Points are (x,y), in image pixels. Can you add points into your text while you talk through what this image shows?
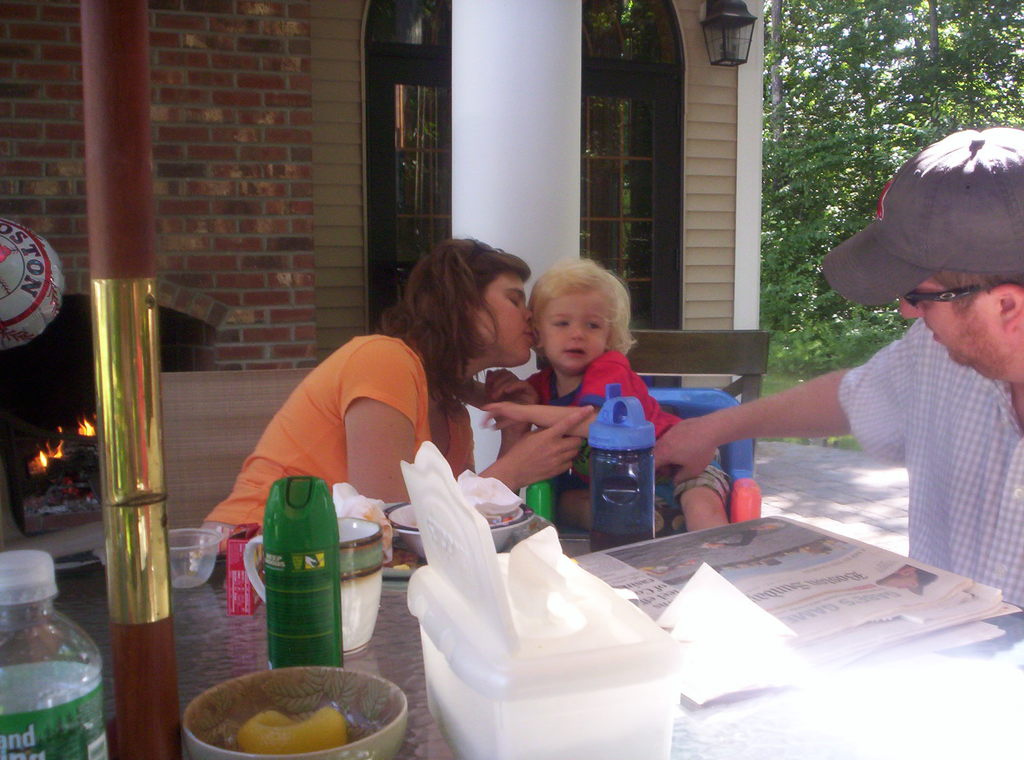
This image is clicked outside the house (678,308). In this image there are three people (858,397). To the left (90,447), there is a fireplace (63,440). In the front (544,619), there is a table (761,759), on which bottle (61,704), bowl (377,748), box (514,666) are kept. To the right (958,438), there is a man (944,464) wearing a cap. In the middle (506,436), there is a woman (461,447) and a kid (590,398). In the background (451,116), there is a building (453,181) with bricks wall (247,166) and pillar (531,146).
